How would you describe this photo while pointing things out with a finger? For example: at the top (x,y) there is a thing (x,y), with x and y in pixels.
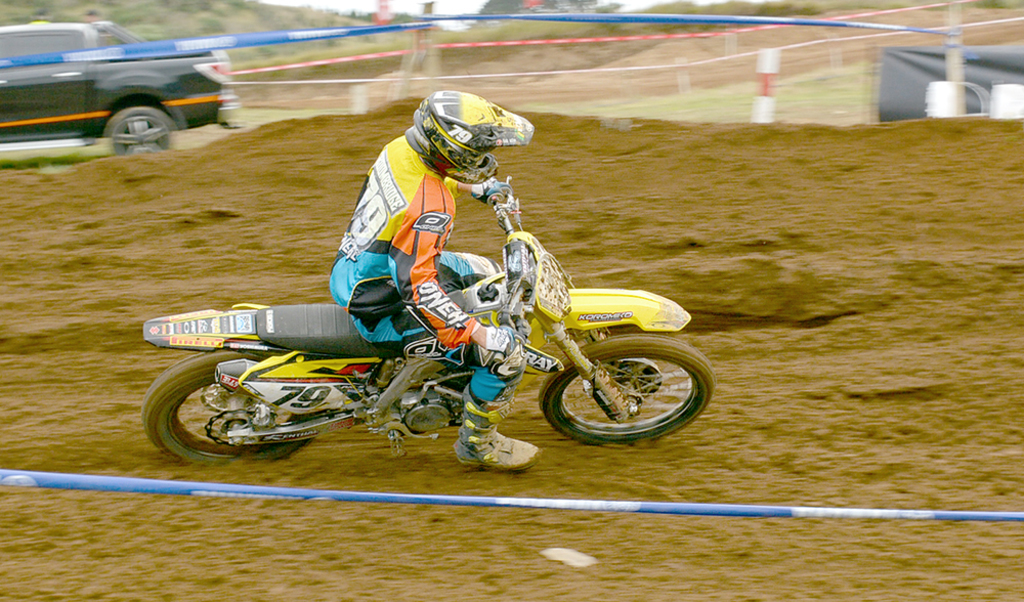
In this image I can see in the middle (485,398) a person (364,326) is riding a bike (439,408), this person (414,341) is wearing the dress (435,276) and a helmet (457,162). On the left side (175,56) there is a vehicle (141,103) in black color.
